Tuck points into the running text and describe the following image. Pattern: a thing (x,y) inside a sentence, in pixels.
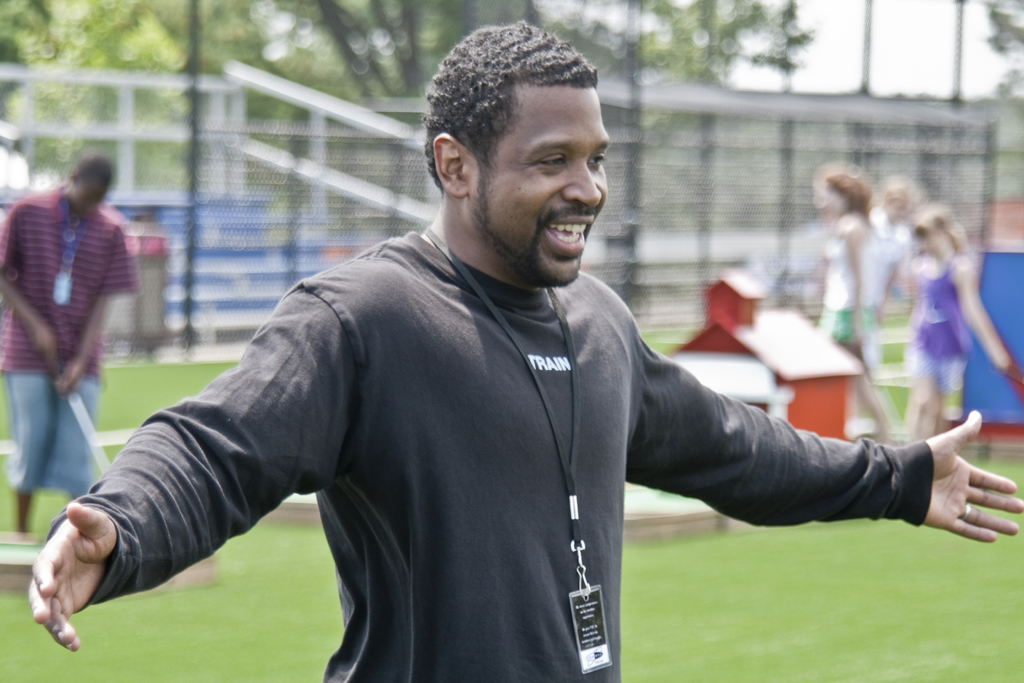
This picture shows few people (613,332) standing and a man (42,446) holding a golf club (105,476) in his hand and he wore a id card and we see another man (575,78) standing with open hands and he wore a ID card (595,610) and we see trees (600,36) and a metal fence (230,168). We see grass (233,599) on the ground (960,578).
